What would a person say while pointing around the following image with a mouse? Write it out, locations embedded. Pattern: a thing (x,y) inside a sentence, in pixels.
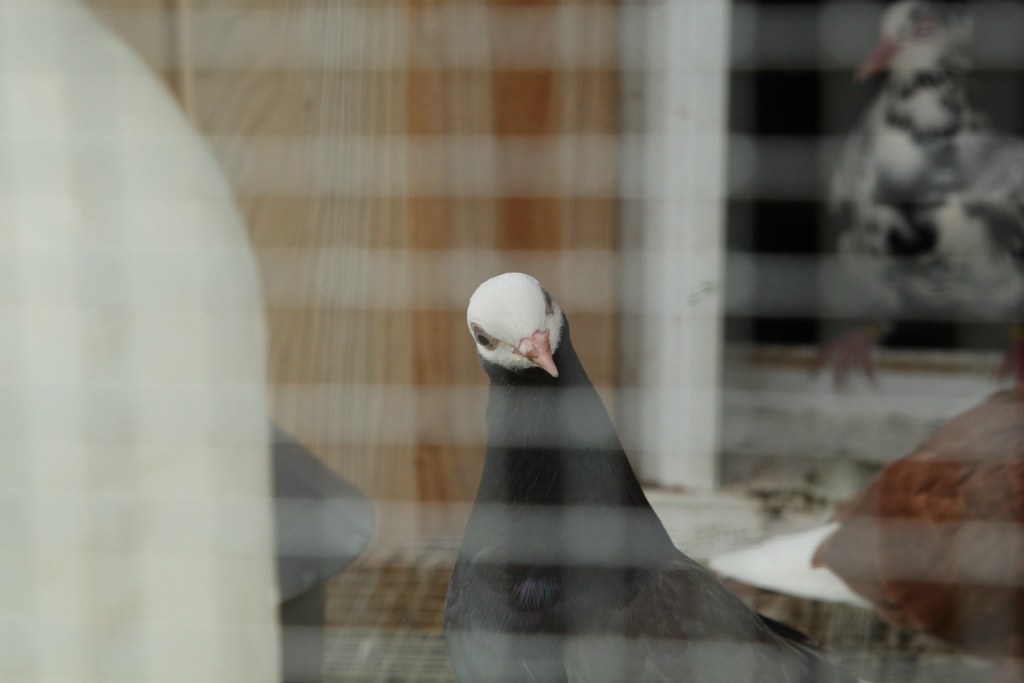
In the picture we can see a mesh (1017,313) from it we can see a bird (556,351) which is black in color with white face (538,326) and pink beak (542,343) and behind it we can see a wall (608,261) and window frame (681,229).
